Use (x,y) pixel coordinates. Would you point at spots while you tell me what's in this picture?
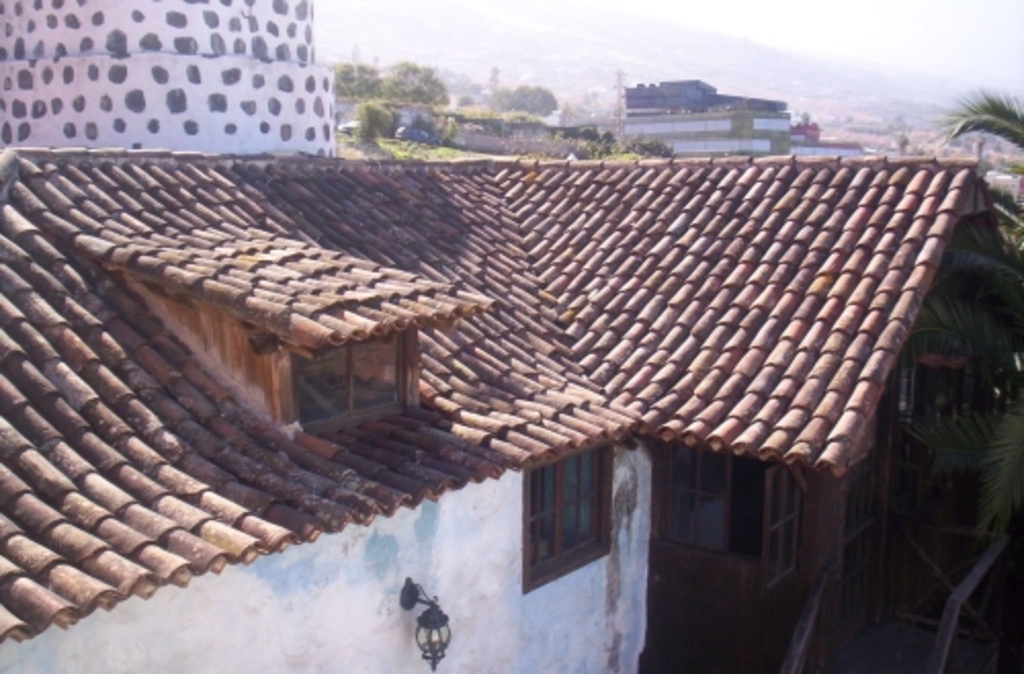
There is a building (387,394) with windows (607,505). On the wall (389,608) there is light (412,597). In the background (498,99) there are trees (514,100) and buildings (723,99).
